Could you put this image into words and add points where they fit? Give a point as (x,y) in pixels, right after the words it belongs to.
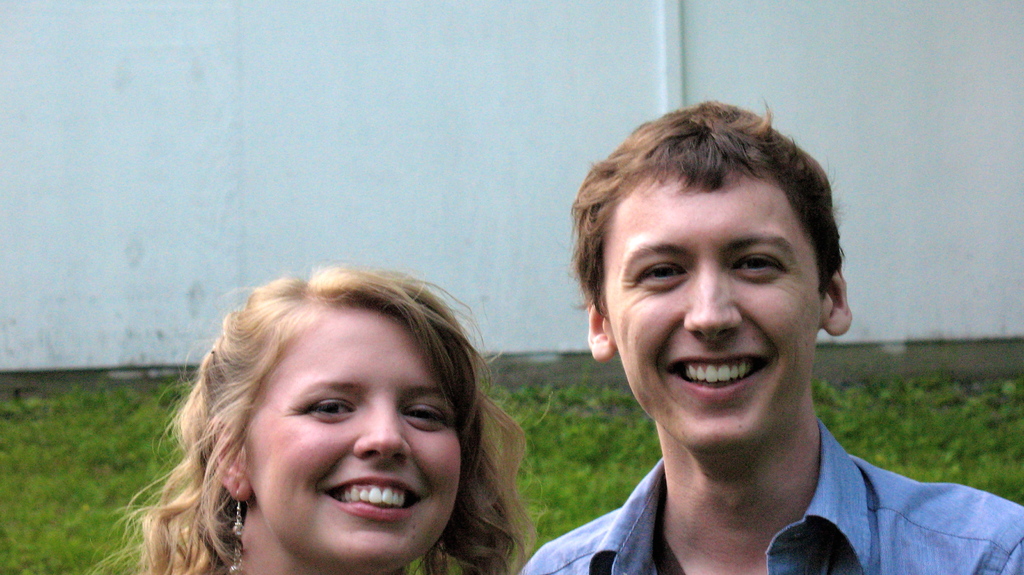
Here I can see a woman (414,390) and a man (677,487) smiling and giving pose for the picture. In the background (153,167) there is a wall (260,136) and I can see the grass (67,482) on the ground (107,453).
